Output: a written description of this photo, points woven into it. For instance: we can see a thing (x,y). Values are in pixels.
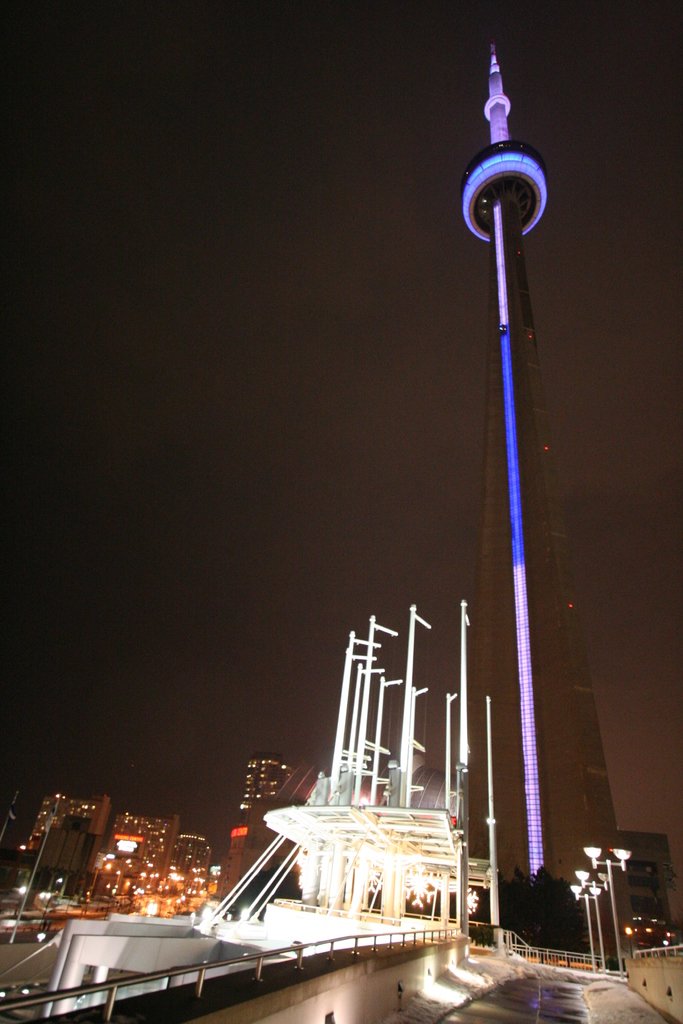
In the picture we can see a structure (326,867) which is white in color with some poles (465,889) on it and beside it, we can see a path (437,1023) with railing (259,979) and behind it, we can see a tower (509,740) with full light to it and besides the structure (451,889) we can also see some houses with lights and in the background (309,541) we can see a sky (309,541) which is dark.
